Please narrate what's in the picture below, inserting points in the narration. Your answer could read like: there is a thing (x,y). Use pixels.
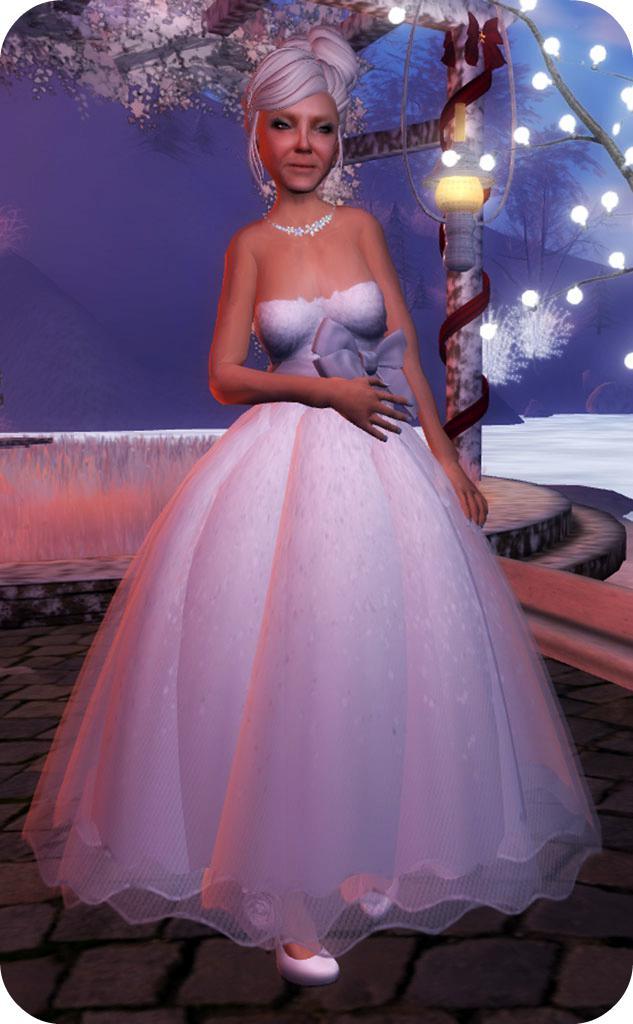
In this image I can see a depiction picture where I can see a woman (264,95) and few lights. Here I can see she is wearing white colour dress (269,436) and a necklace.
